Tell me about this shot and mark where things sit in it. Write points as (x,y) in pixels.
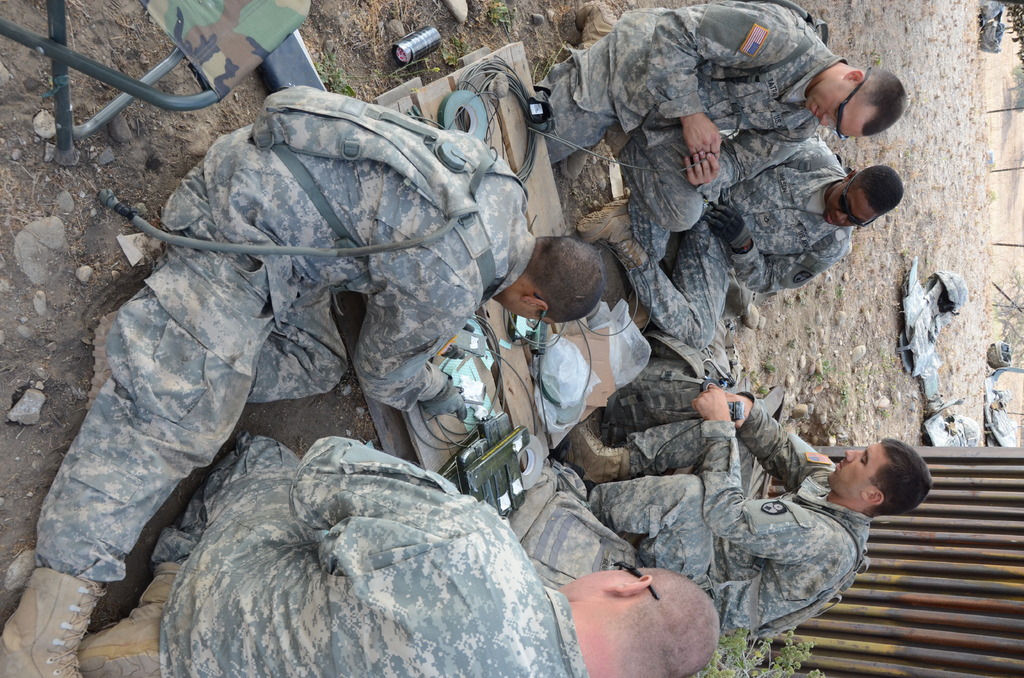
In this picture we can see few people (548,252), in front of them we can find few plastic covers (570,341), cables (581,323) and other things (565,496) on the wooden plank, in the background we can see few rocks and a fence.
